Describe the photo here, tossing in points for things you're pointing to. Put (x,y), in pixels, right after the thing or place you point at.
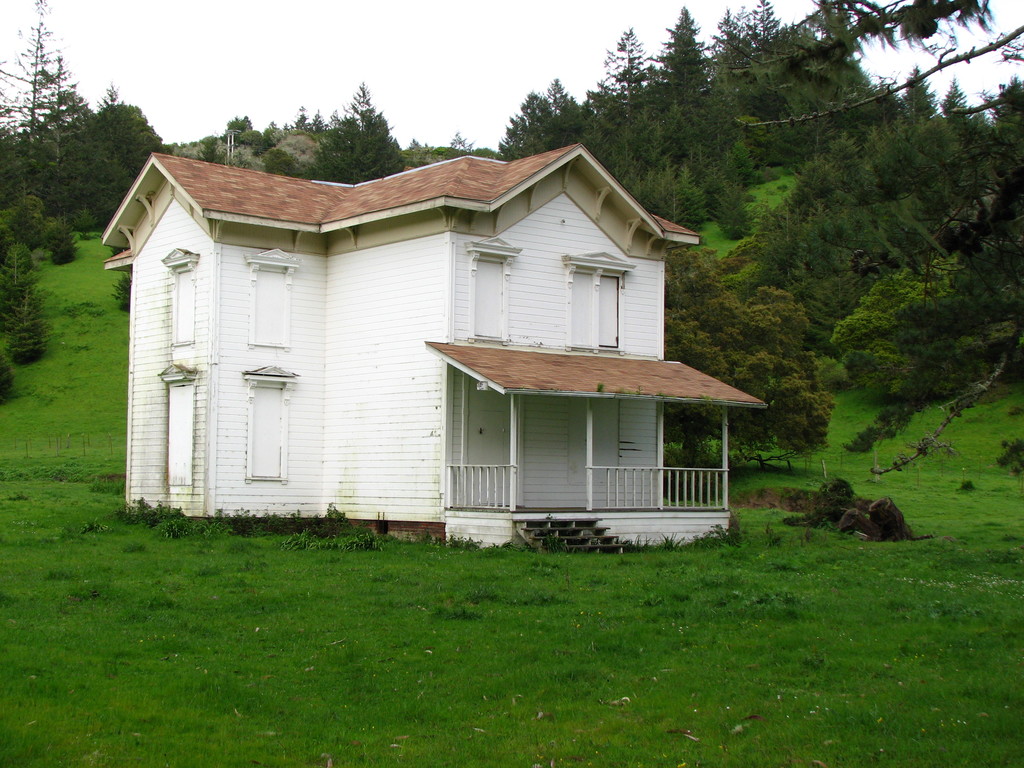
In this picture, there is a house (530,482) with roof tiles (388,187) which is in center (504,377). At the bottom (371,635), there is grass (427,544). In the background (4,245), there are trees (710,154) and sky (524,67).
